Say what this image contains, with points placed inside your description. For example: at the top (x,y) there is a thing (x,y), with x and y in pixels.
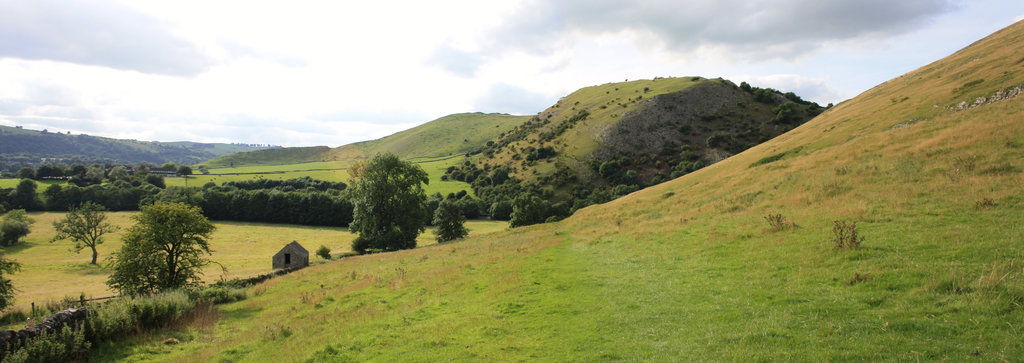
In this image there are hills (587,165) on the right side (714,208). At the bottom (103,303) there are plants (152,328). At the top (138,53) there is the sky (141,48). In the middle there is a small house (276,265).
